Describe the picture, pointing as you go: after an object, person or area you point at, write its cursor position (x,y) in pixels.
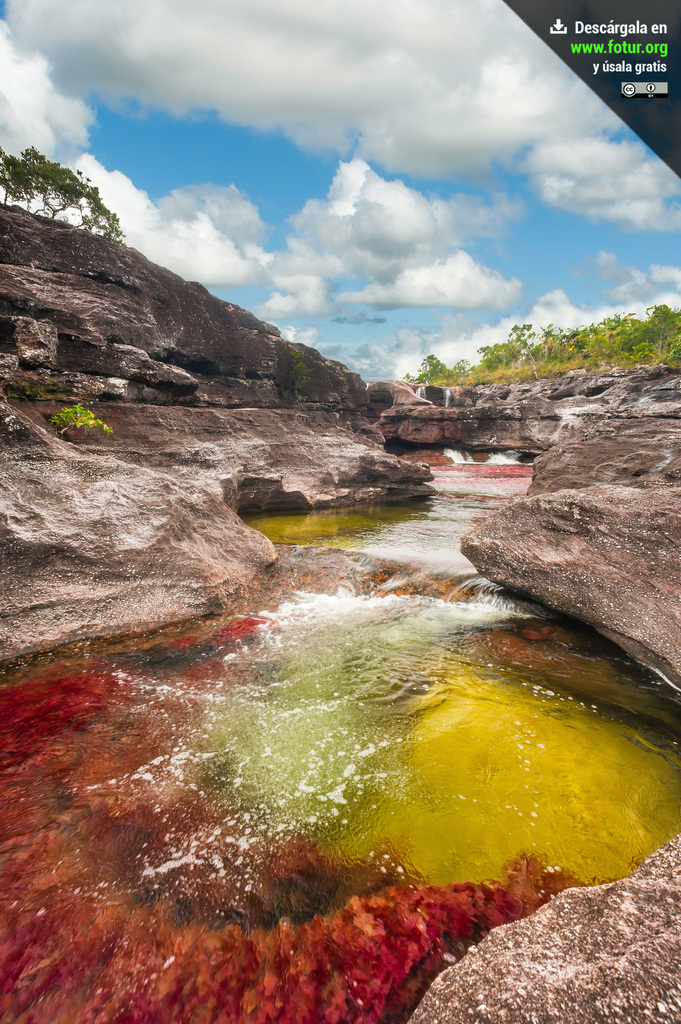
In this image I can see rocks (444,415), water (157,888), trees (604,326) and cloudy sky (433,84). At the top right side of the image (593,45) there is a watermark (640,53).
